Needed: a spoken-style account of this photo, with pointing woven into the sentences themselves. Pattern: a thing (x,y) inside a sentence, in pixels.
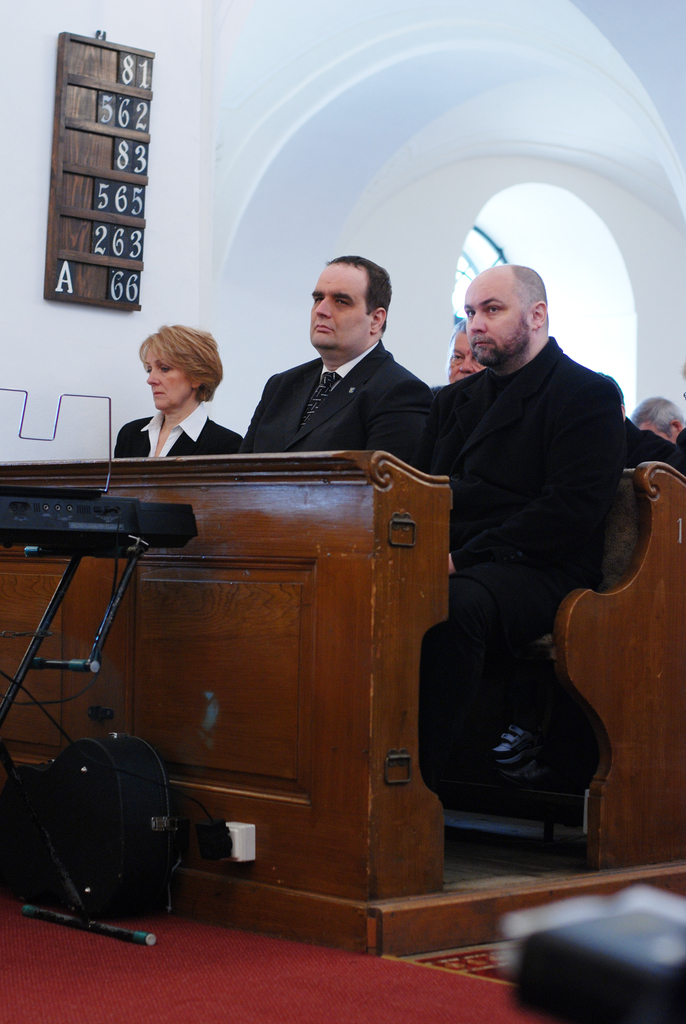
In this image few persons (572,582) are sitting on a bench (619,614), in front of a table (264,522), in the background (215,147) there is a white wall (312,176) and a entrance (569,212) for that wall (577,250).
